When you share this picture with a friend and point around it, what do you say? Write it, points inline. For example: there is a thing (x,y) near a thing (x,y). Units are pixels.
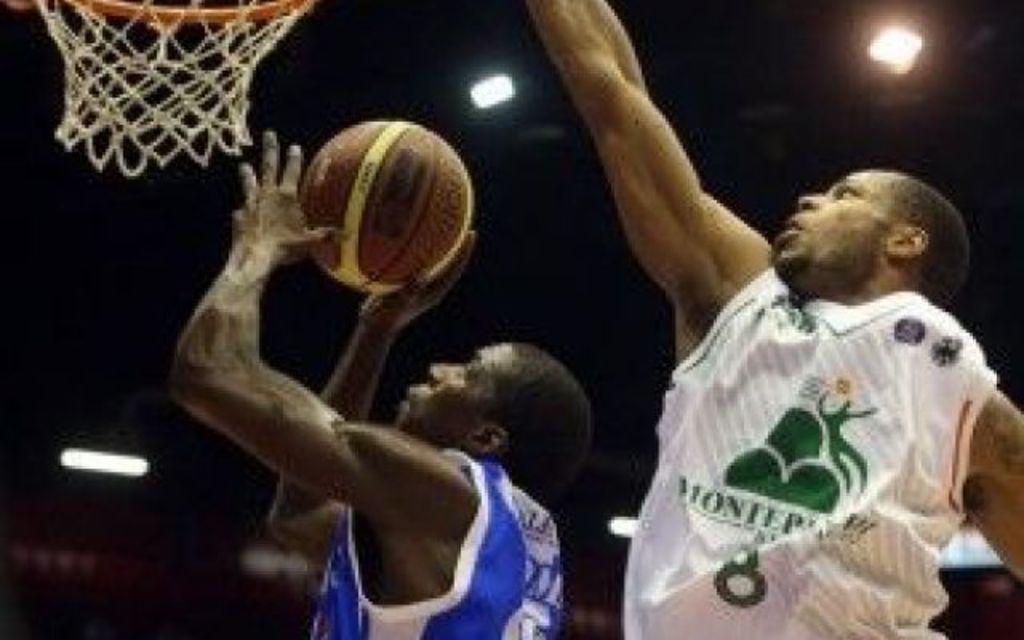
In the image two persons (365,358) are standing and he is holding a ball (425,177). At the top of the image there is net (68,136) and there are some lights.
